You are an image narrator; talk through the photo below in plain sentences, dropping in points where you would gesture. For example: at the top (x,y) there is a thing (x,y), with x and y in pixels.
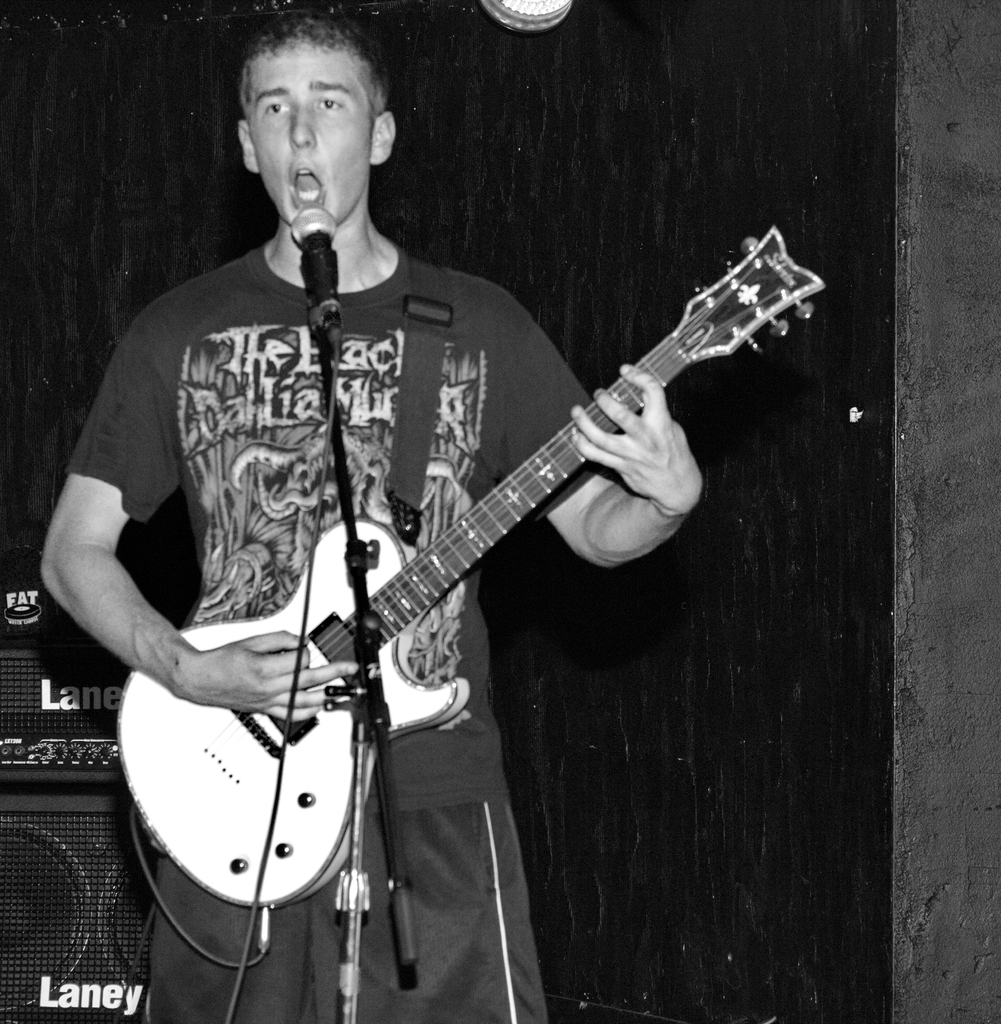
The person (293,381) wearing black shirt (374,357) is playing guitar (387,559) and singing in front of the mike (317,282) and there speakers (95,843) behind him and the background (559,138) is black in color.
